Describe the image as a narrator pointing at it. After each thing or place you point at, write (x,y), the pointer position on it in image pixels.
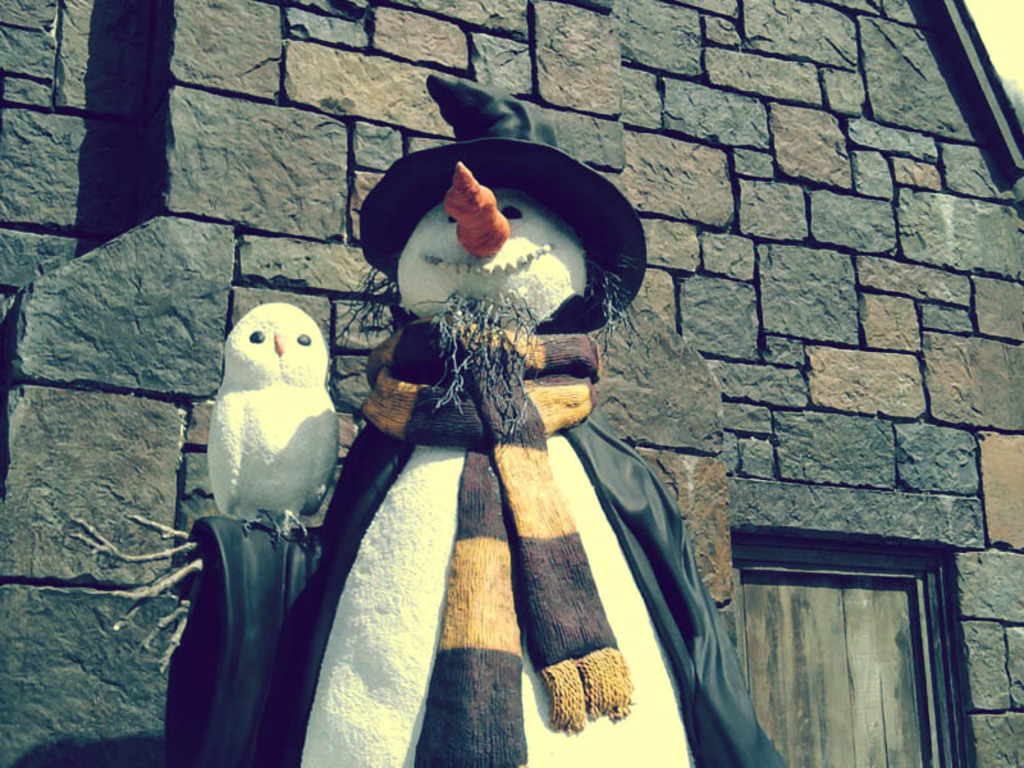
In this picture we can see a snowman (377,591), a snowbird (307,364), scarf (544,481), coat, hat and branches (463,368). Behind the snowman (432,556) there is a door (799,644) and a house (751,210).
